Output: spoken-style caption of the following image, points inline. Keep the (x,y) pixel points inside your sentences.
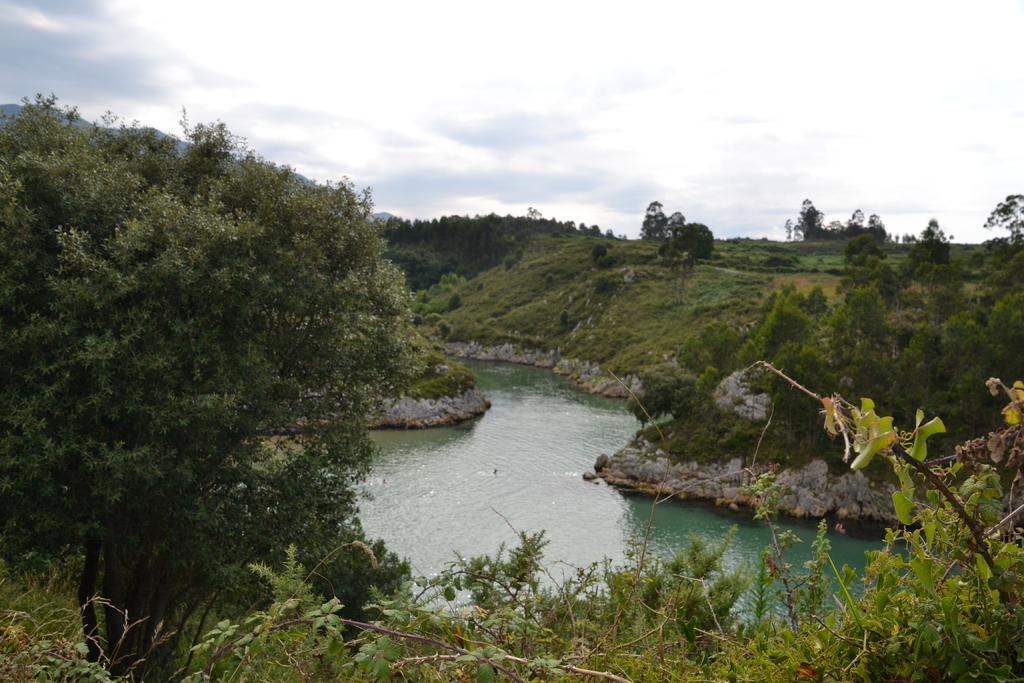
This is the picture of a place (613,591) where we have a river (590,517) and around there are some plants (42,652), trees (14,232) and some grass (471,283).
